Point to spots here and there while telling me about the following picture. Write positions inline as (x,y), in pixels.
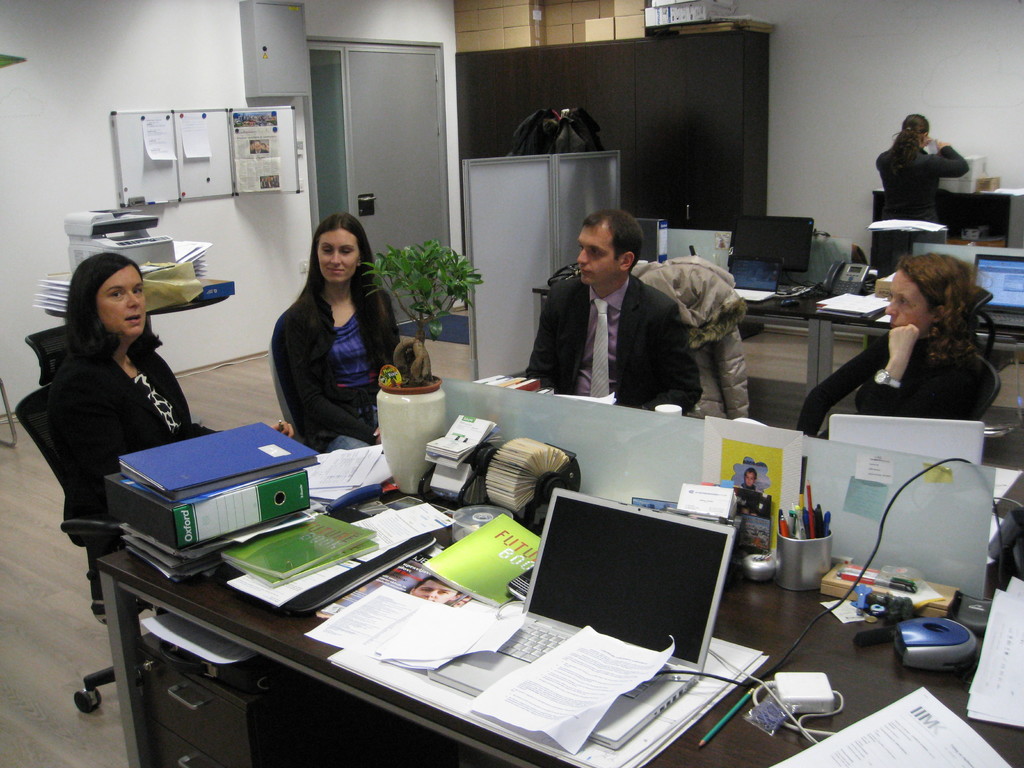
This image consists of five people (92,304) in a room (628,379). In the front (361,703), there is a table (307,625) on which there are laptop (517,638), papers (285,598), files (279,568) and pen stands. At the bottom (26,672), there is a floor (49,559). In the background (453,154), there are cupboards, plant (401,266) and wall (261,332) on which there are three boards (178,159) fixed.
